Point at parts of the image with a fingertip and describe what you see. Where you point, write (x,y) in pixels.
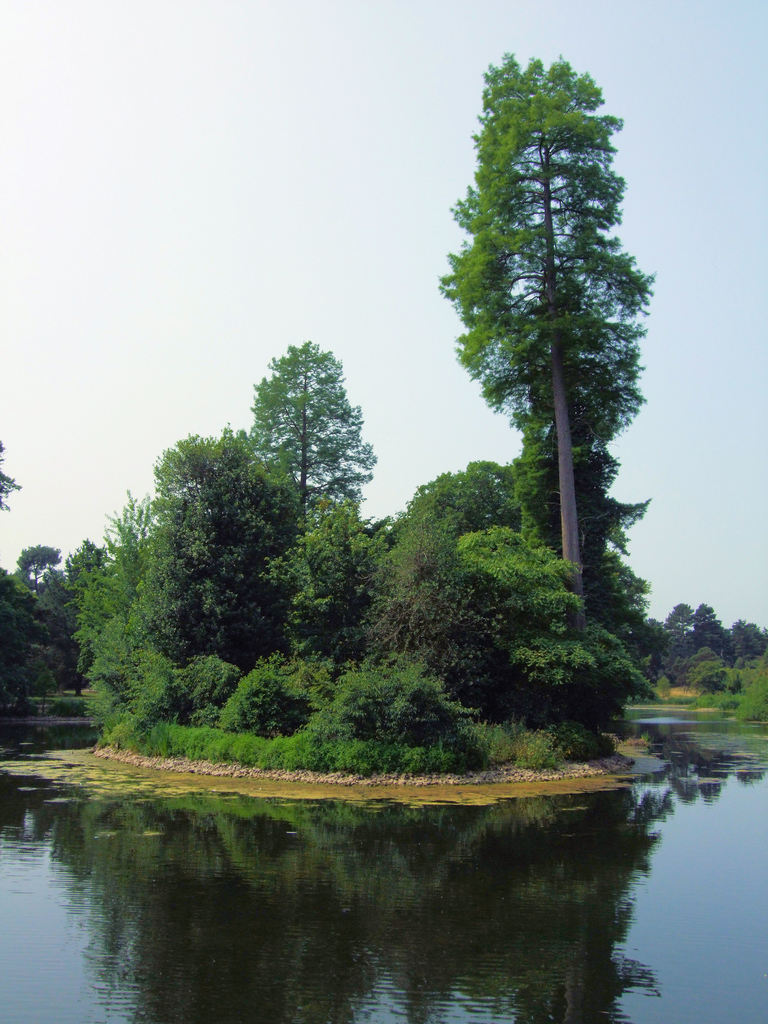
In this picture there are trees (117,702). At the top (110,171) there is sky (137,166). At the bottom (422,893) there is water (567,896) and there is reflection (483,941) of sky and trees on the water (301,887).
